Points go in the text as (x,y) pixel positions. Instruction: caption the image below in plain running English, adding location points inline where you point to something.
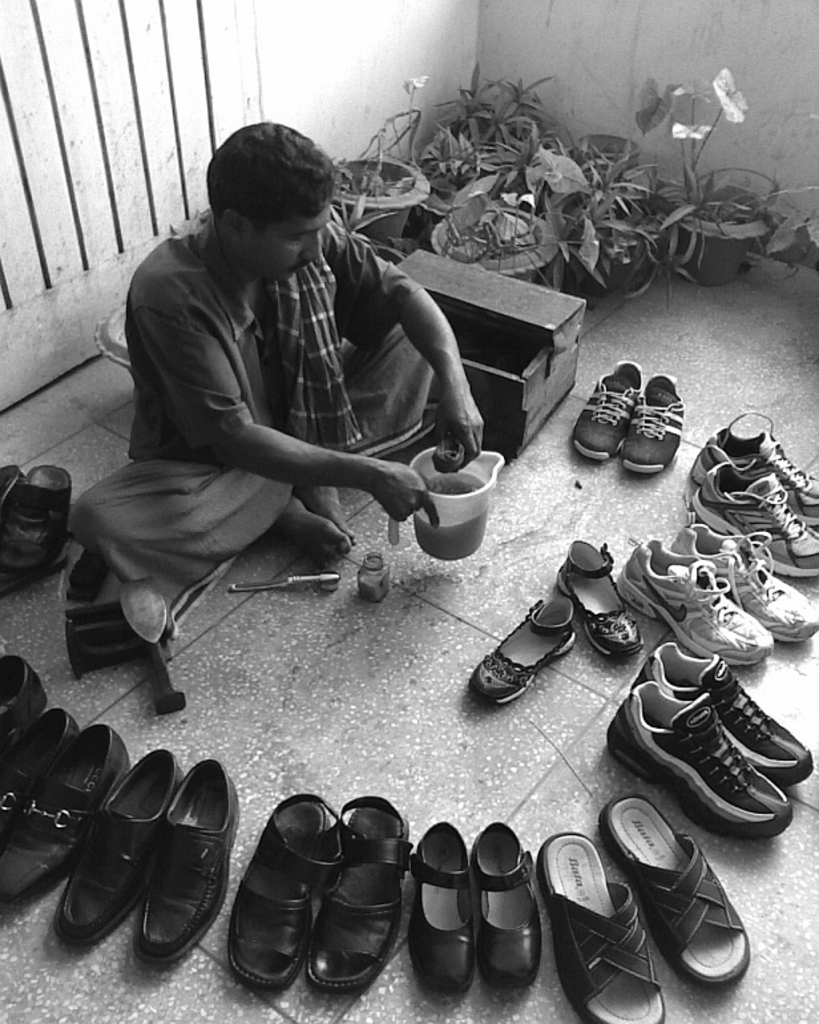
This is a black and white picture. In the background (487,42) we can see the wall (519,62), house plants (483,100) with pots (740,228). In this picture we can see a cobbler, he is holding water jug (487,504) in his hands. Near to him we can see footwear (629,757), a bottle (370,590), few tools (307,580) and a box (537,347).
